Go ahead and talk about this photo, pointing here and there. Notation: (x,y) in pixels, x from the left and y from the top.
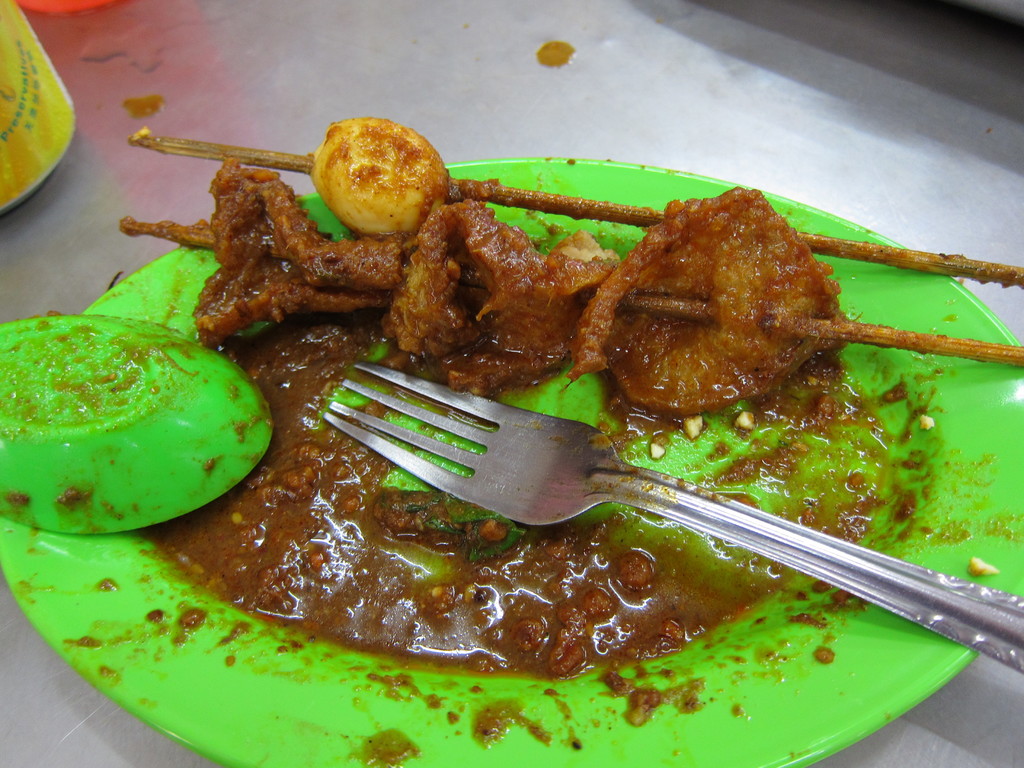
In the picture I can see the dish (711,326), a small bowl (225,413) and a fork (496,485) are kept on the plate (323,683). The plate (353,655) is kept on the stainless steel table (972,704). There is an object (62,112) on the top left side of the picture (12,178).
